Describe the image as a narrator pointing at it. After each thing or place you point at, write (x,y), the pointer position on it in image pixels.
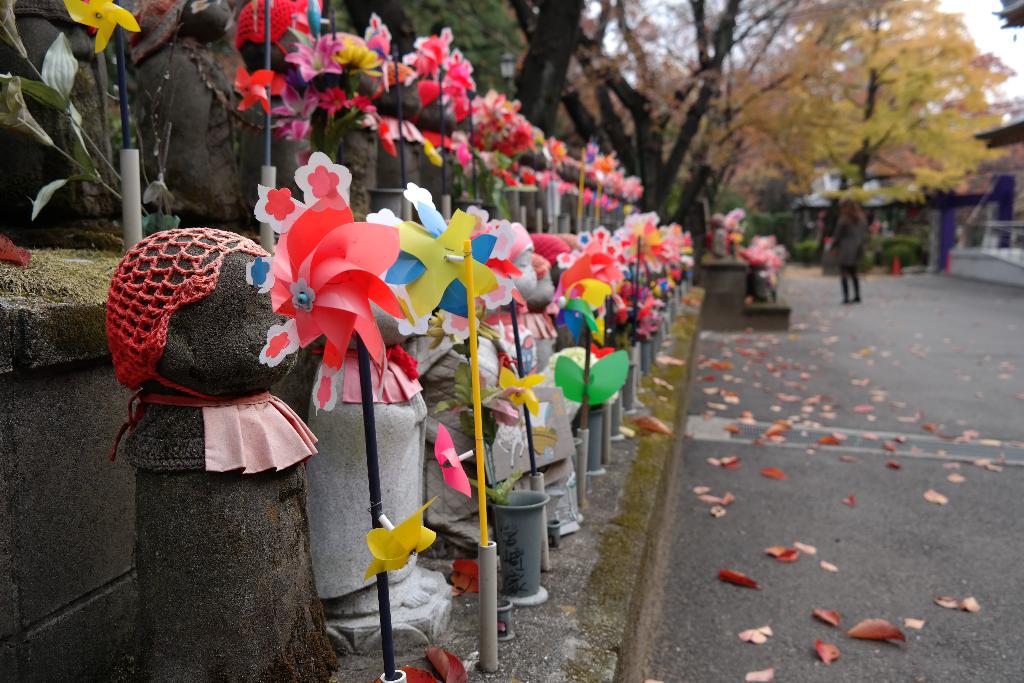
In this image we can see pinwheels (618,366) and there are trees (622,144). On the right (856,289) there is a person (842,269) standing. At the bottom (695,625) we can see shed leaves (794,552) on the road (790,495). In the background (976,26) there is sky (687,53).
